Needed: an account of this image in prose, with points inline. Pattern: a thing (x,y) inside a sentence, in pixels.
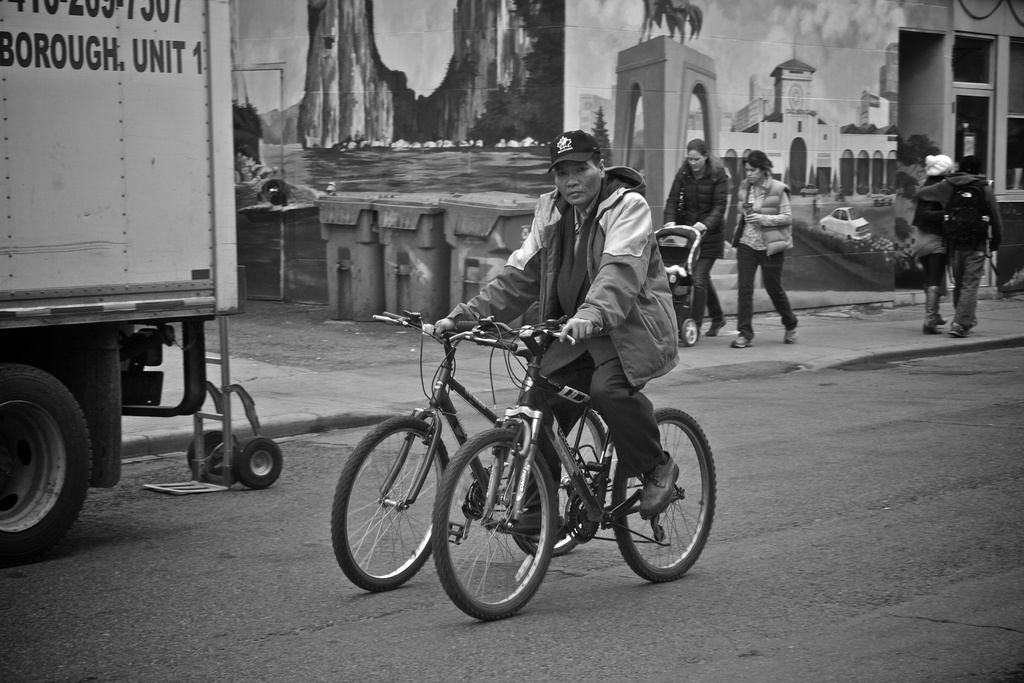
This is a black and white picture. Here we can see persons (938,264) walking on the road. Here we can see a man (620,240) riding a bicycle (540,352) and he is holding another bicycle (453,341) with his hands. This is a vehicle (133,332). These are trash cans (388,225).
